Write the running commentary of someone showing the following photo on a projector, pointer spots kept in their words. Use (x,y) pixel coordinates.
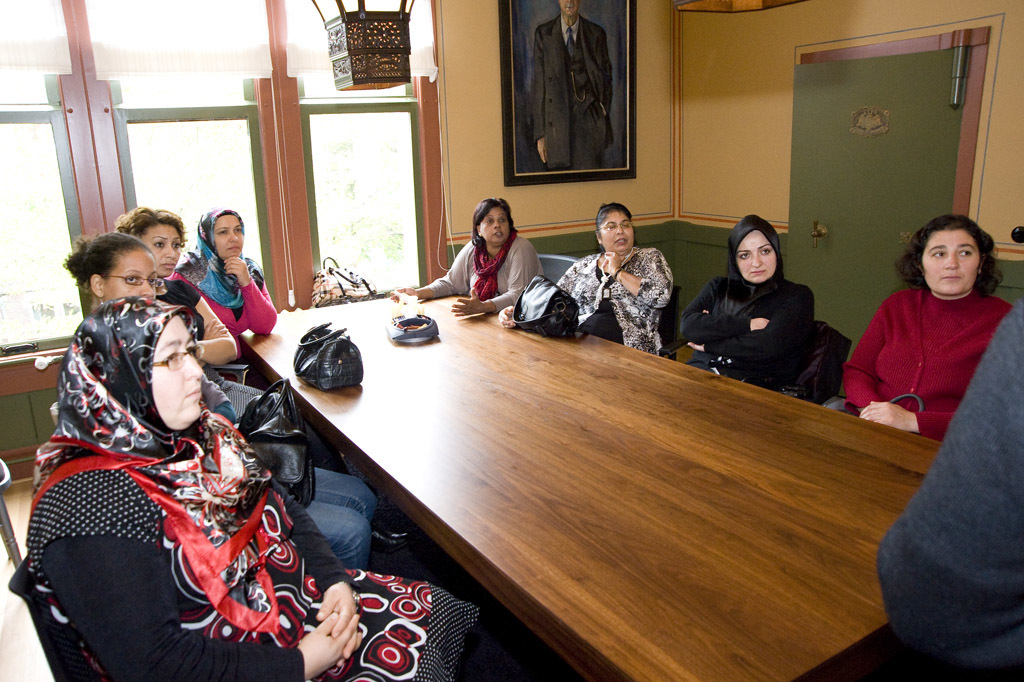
In this image I see lot of women (52,489) who are sitting on the chairs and there is a table (676,386) in front of them, I can also see that there are few bags (552,298). In the background (440,245) I see the window (359,133), a photo frame (599,176), wall (475,199) and the door (798,154).
